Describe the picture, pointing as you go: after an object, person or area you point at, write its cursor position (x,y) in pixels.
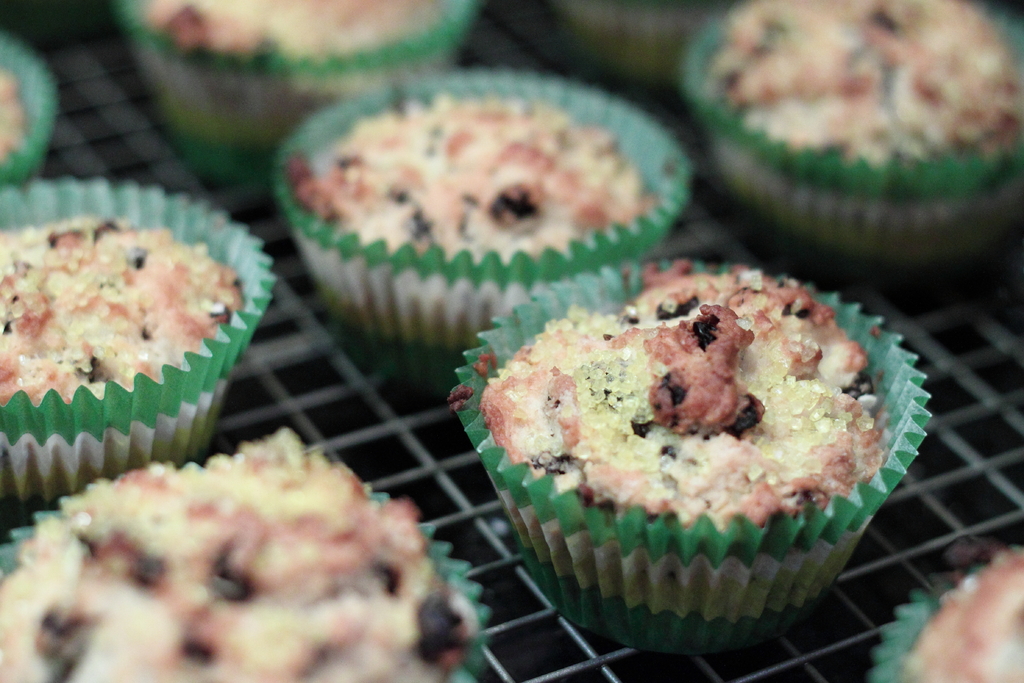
In the picture I can see few cupcakes (662,293) placed on an object (458,464).
